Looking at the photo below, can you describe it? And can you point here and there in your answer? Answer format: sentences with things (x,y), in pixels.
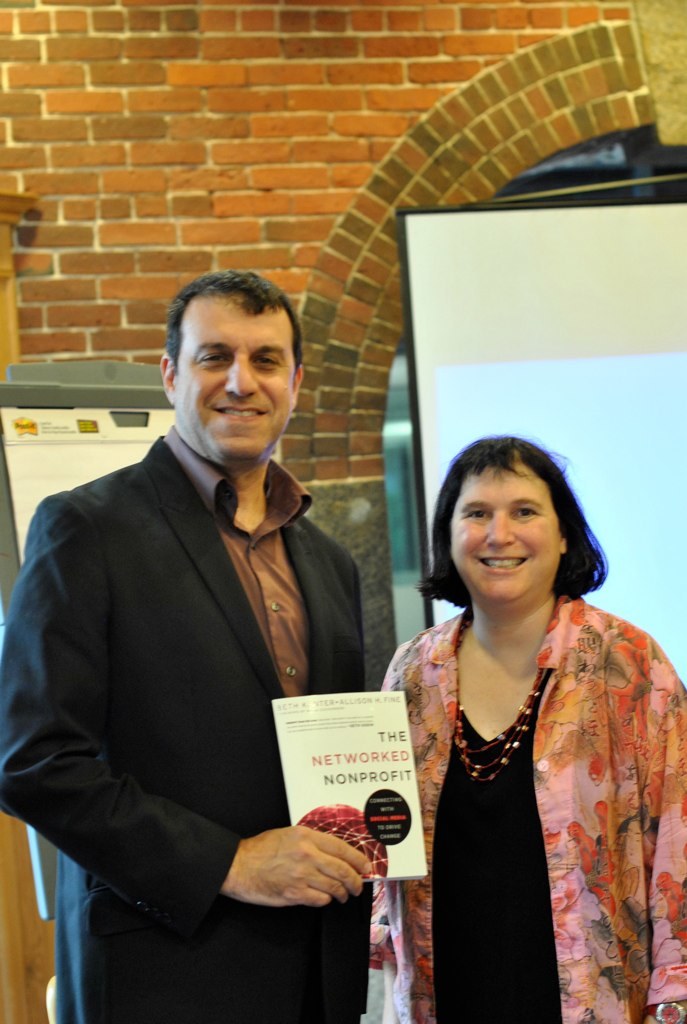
In this image we can see two persons (431,652) and among them a person (234,855) is holding a book (319,805). On the book (332,761) we can see the text (380,801) and image (307,823). Behind the persons (362,855) we can see a wall (251,58) and a projector screen (550,399). On the left side (100,416), we can see a board (67,442) with text (64,426).
